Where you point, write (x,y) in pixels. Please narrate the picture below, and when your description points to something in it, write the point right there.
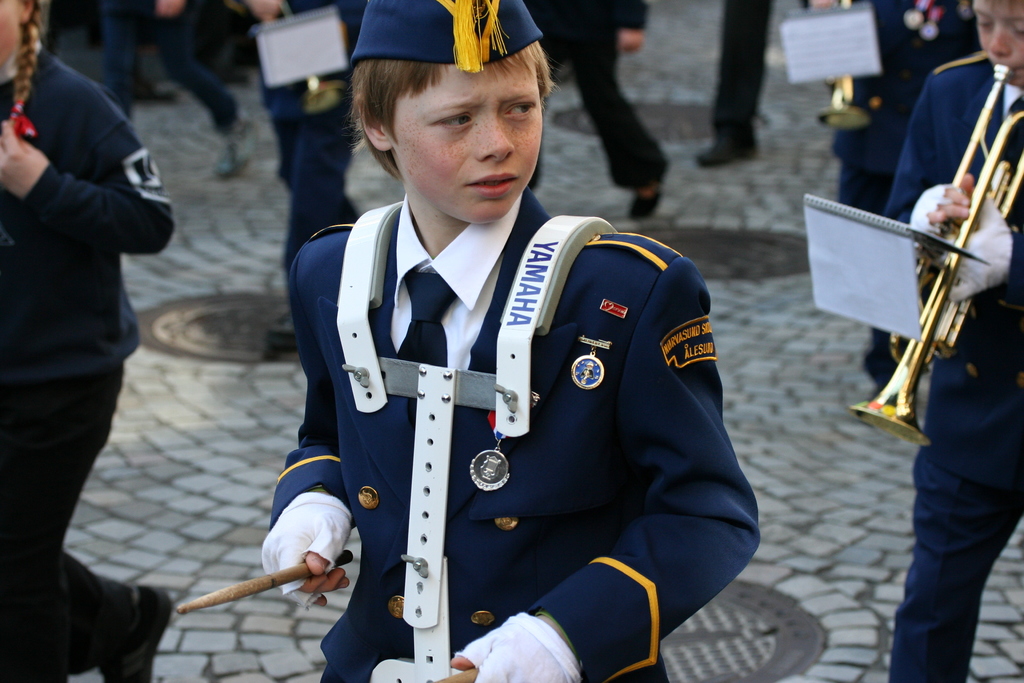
In this image we can see a few people (398,339) are playing musical instruments (970,164), there are books (843,263), also the background (711,166) is blurred.
